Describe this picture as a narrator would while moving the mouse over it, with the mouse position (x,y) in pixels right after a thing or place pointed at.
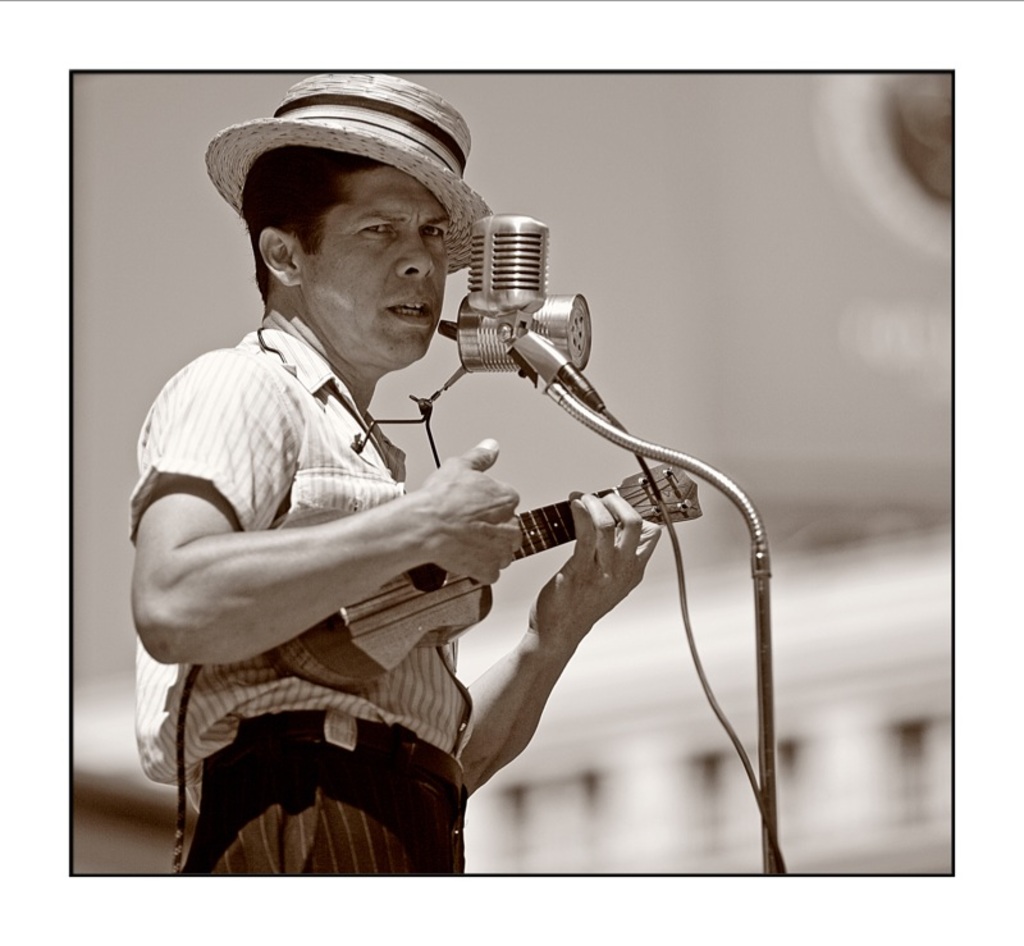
In this image we can see a person (430,691) playing a guitar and standing in front the mic (474,299) and the background (728,669) is blurred.
